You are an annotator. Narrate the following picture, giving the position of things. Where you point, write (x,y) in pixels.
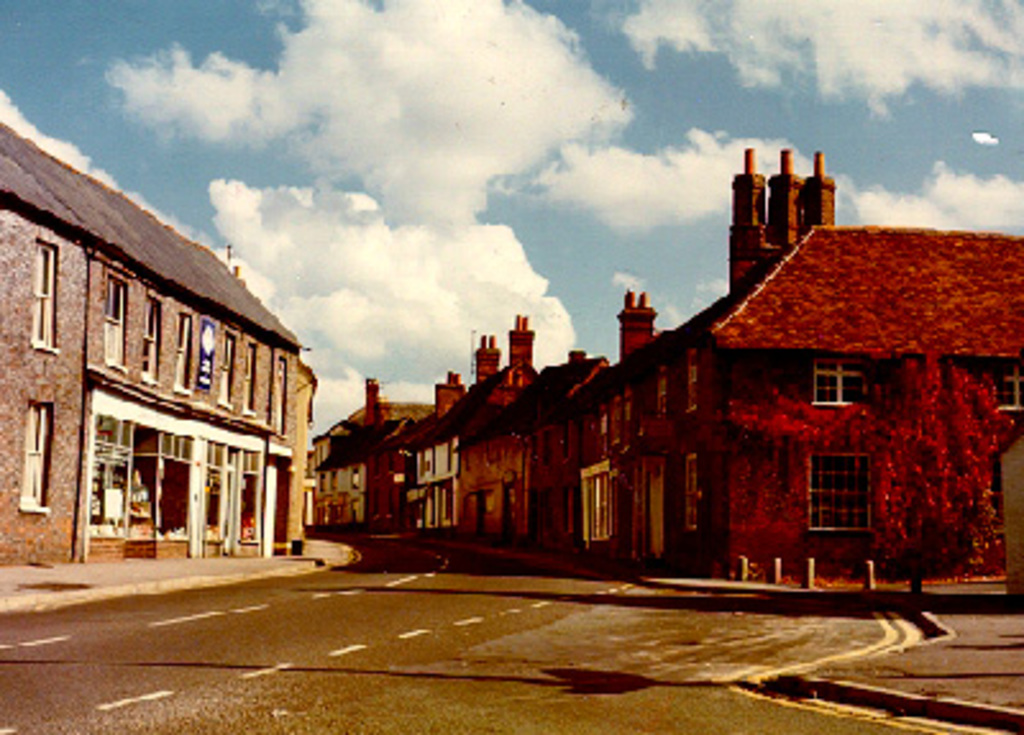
In this image I can see road (334,624), number of buildings (440,469) and a tree (977,391). I can also see a clear sky (76,61) with some white clouds (310,110).
